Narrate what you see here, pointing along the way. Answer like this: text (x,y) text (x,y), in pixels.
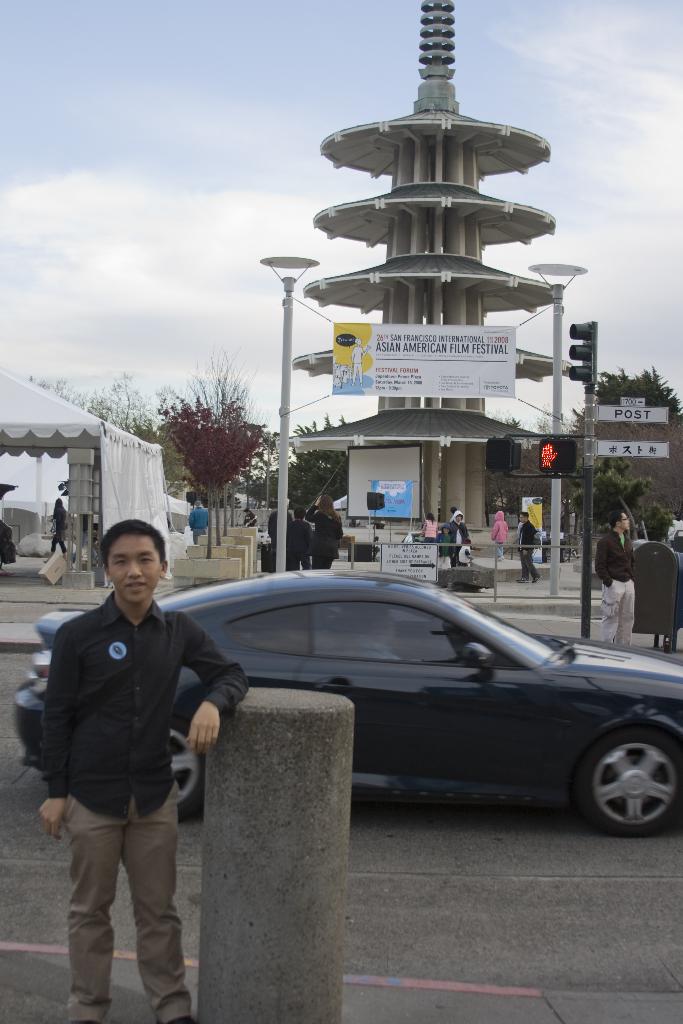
In this image we can see a vehicle (456,668) on the road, there are some trees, poles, lights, people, boards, tent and a tower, also we can see a banner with some text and image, in the background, we can see the sky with clouds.
